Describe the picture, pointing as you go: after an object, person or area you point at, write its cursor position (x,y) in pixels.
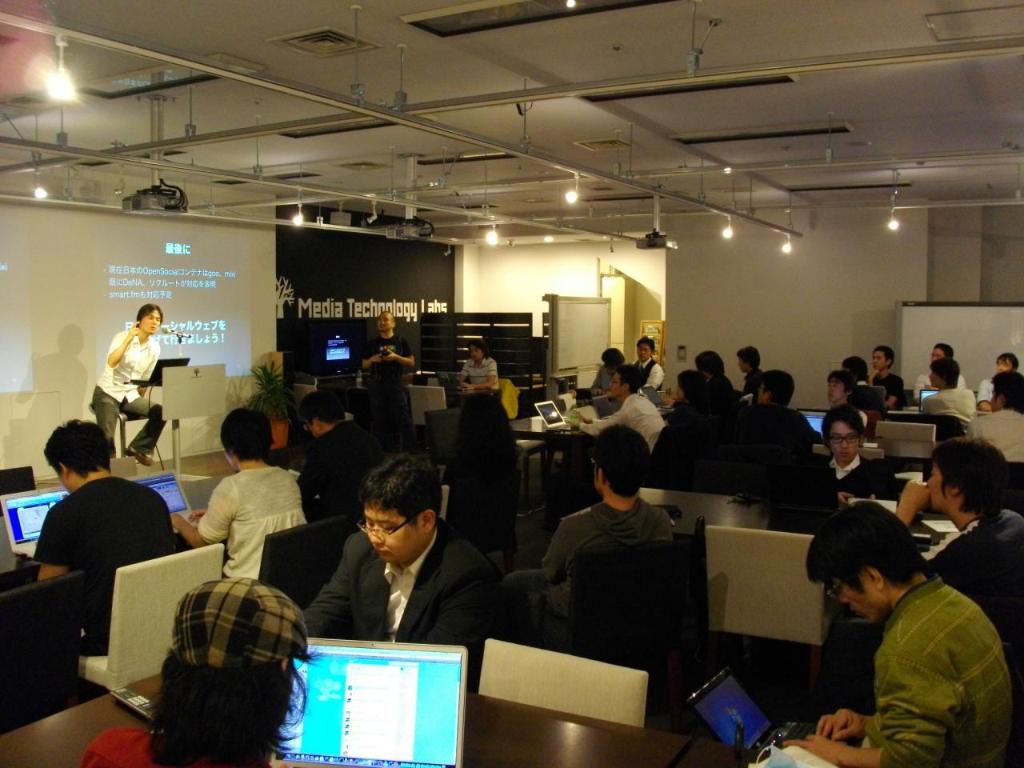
In center of the image (491,395) there are people (188,735) sitting on chairs (141,671) and working on laptops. To the left side of the image (152,319) there is a person (152,341) sitting on chair (125,440) in front of him there is a laptop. There is a banner (366,299). At the top of the image (567,155) there is ceiling (318,44) with lights (70,65) and rods (689,82).
